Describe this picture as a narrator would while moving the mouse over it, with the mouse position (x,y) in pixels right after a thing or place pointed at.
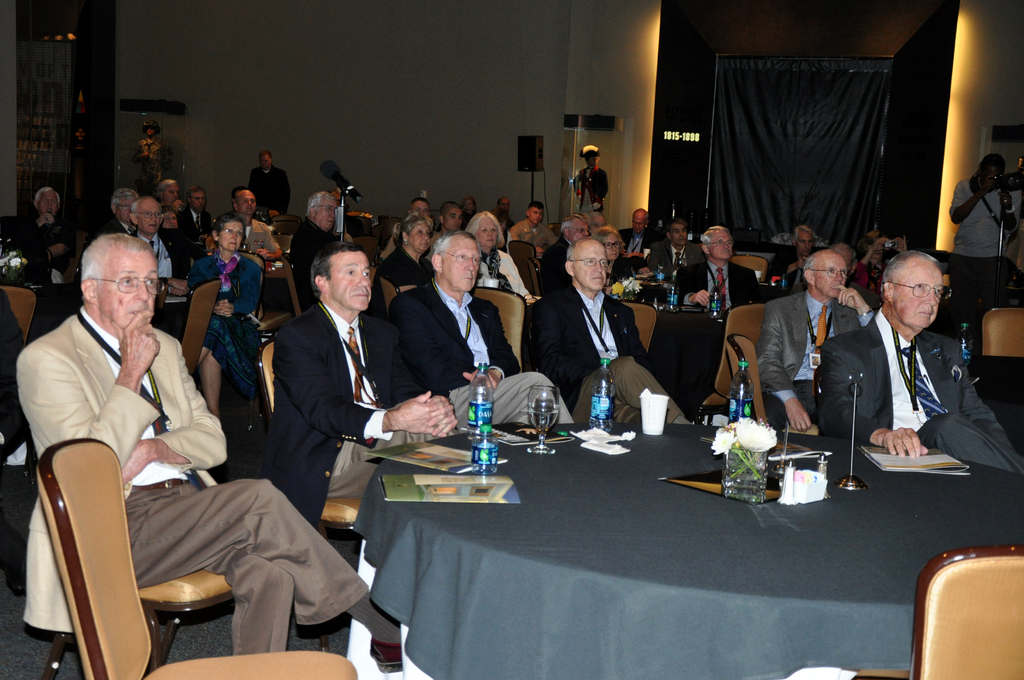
In this image I can see group of people (408,404) sitting and four persons (264,168) standing. There are chairs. There are water bottles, glasses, tissues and some other objects (437,493) on the tables (728,626). Also there are walls (520,99), speakers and there is a curtain (812,184).
